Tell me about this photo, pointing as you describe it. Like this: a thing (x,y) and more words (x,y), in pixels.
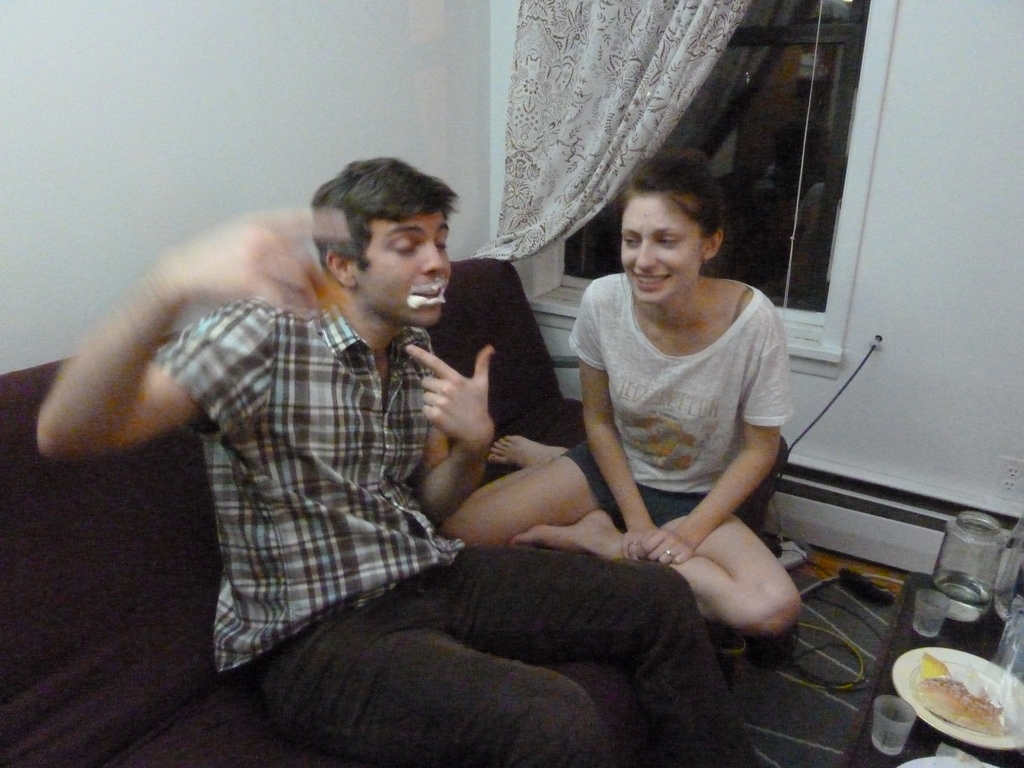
In this image, we can see people (468,390) sitting on the sofa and one of them is holding a food item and in the background (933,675), we can see a food item (945,668) in the plate (971,662) and there are glasses (894,749) and jars (978,561) and there are cables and we can see a curtain (557,102), a window (769,161) and a wall (422,100).
